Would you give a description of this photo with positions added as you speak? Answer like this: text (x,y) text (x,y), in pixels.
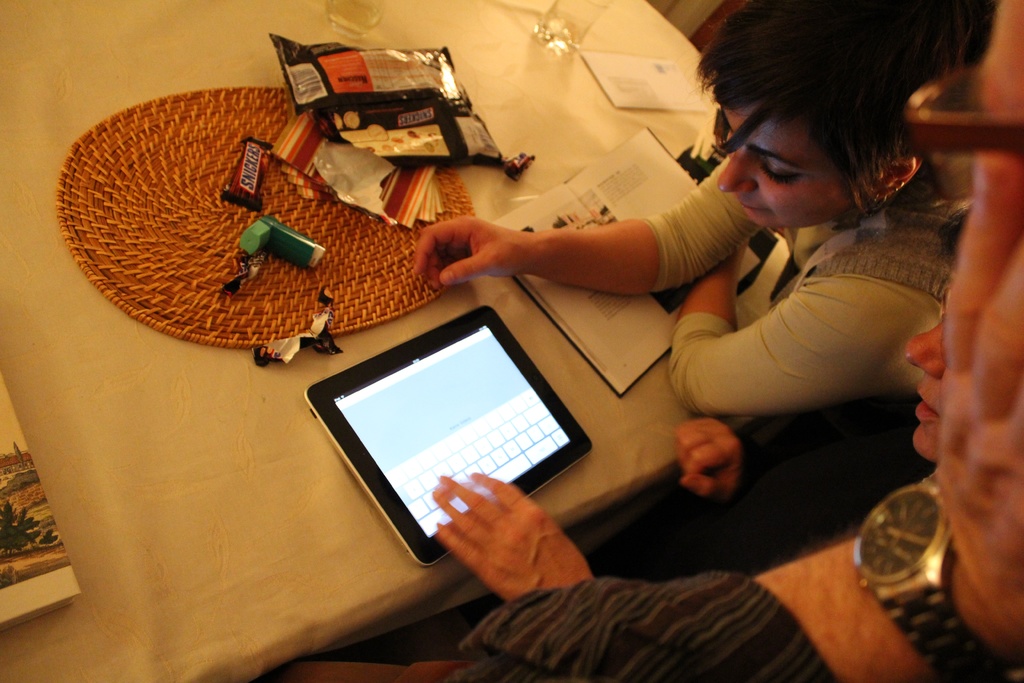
In the picture I can see a person's hand (834,645) wearing wrist watch (891,579) and spectacles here and we can see two persons (781,479) are sitting near the table (444,563) where iPad (475,441), books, glasses (593,24), chocolates (243,162), packets (346,99) and a few more things (160,251) are placed on it. Here we can see a white color table cloth (485,6) on the table (210,467).
